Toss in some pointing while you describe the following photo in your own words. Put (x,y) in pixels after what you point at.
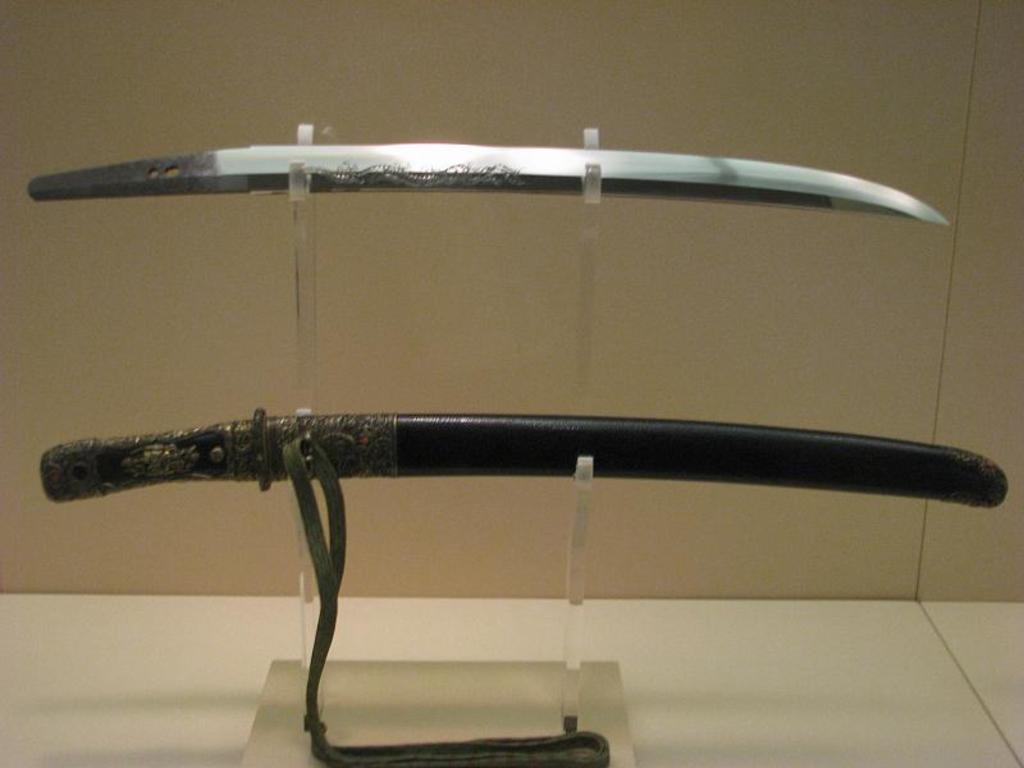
Here I can see a sword (329,168) and scabbard (343,448) are attached to a stand (577,483) and this is placed in a rack (770,639).
